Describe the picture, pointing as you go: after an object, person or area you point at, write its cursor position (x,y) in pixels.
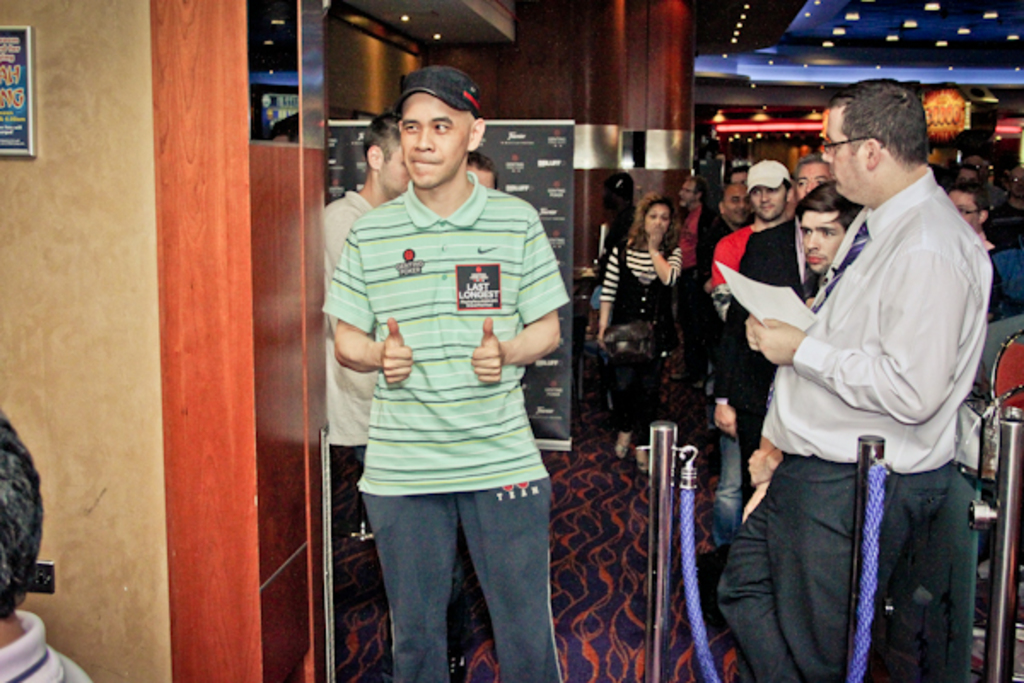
In this image we can see the people (615,322). We can see a man (857,107) wearing the glasses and standing and holding the paper (735,287). We can also see the barrier rods (858,573). We can see the banners (353,147) and also a board (15,72), walls (557,76) and also the floor (601,568). Ceiling (698,62) is also visible with the lights (806,14).
